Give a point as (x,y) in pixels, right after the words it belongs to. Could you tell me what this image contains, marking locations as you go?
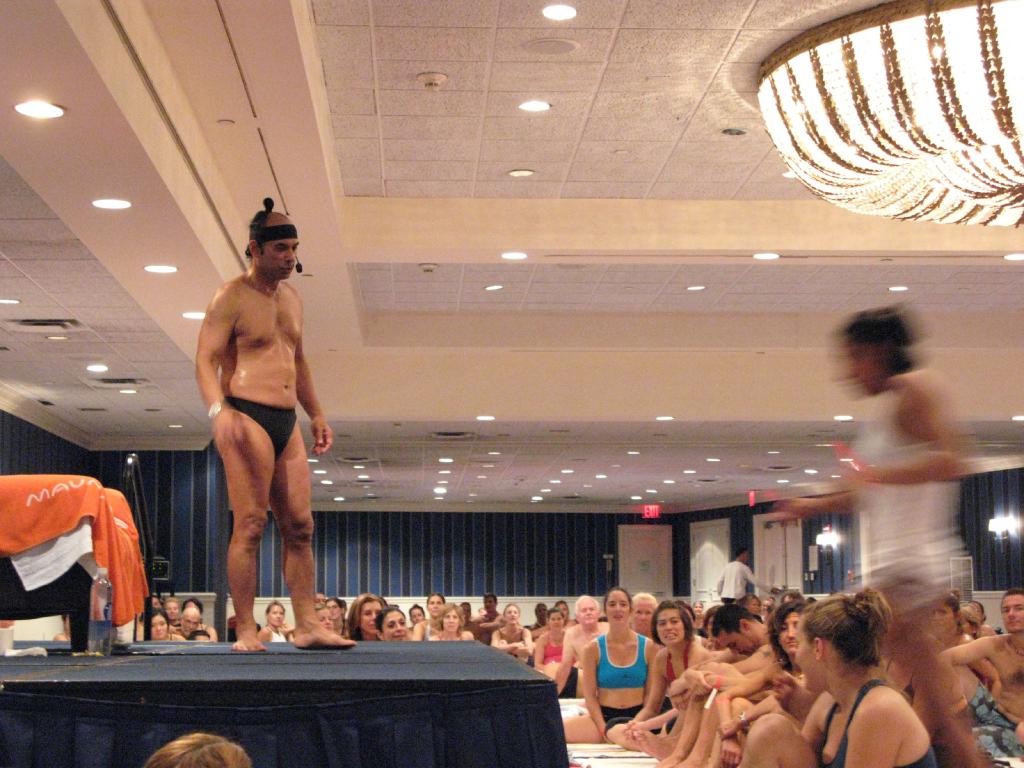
On the left side of the image (264,491) we can see a person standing on the dais (365,707). On the right side of the image (885,629) we can see person (899,559) standing on the floor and there is a light (986,108) on the ceiling (15,59). In the background (526,566) there are group of persons (621,594), wall (485,559), lights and doors (629,540).
